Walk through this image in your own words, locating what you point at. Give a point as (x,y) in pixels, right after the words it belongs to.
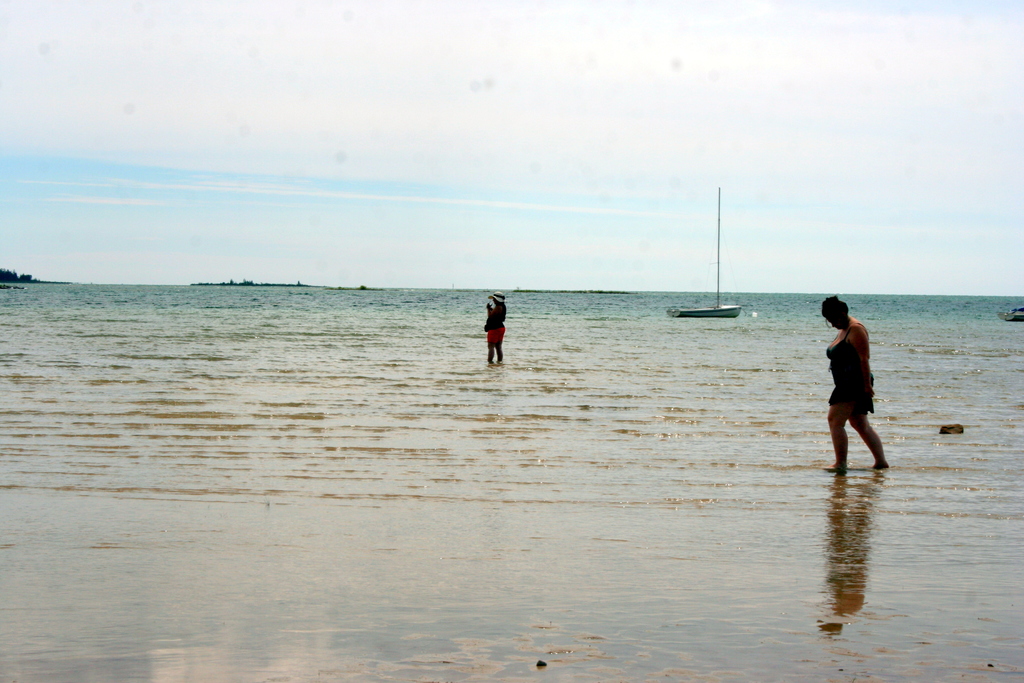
In this image we can see two persons (852,366) standing in water (864,454). In the background (736,309), we can see a boat (723,313) with a pole (719,274), islands (23,280) and the sky (185,282).
